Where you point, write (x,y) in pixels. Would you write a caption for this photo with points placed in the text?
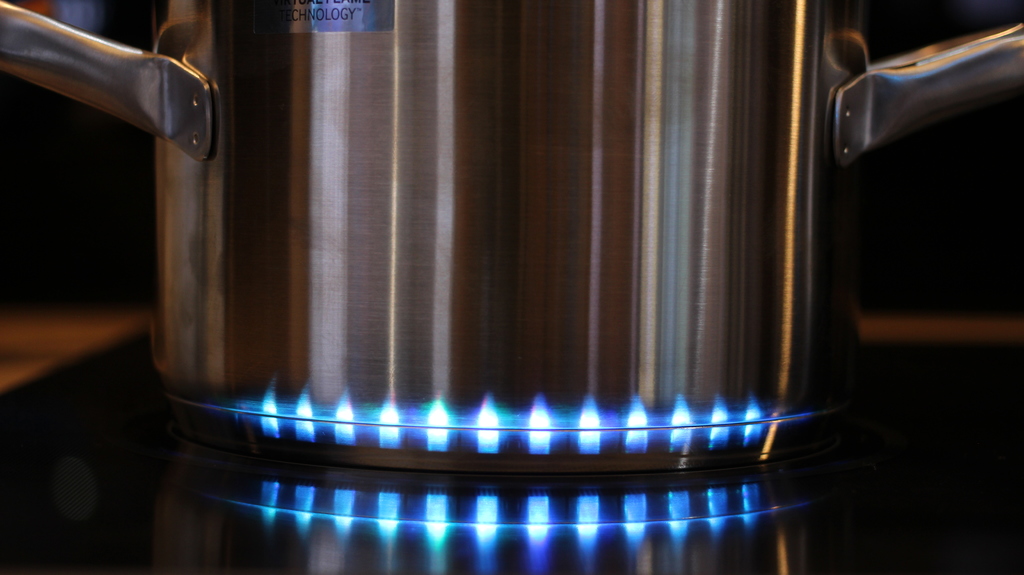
In this image we can see an utensil (401,261) on the induction cooktop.
